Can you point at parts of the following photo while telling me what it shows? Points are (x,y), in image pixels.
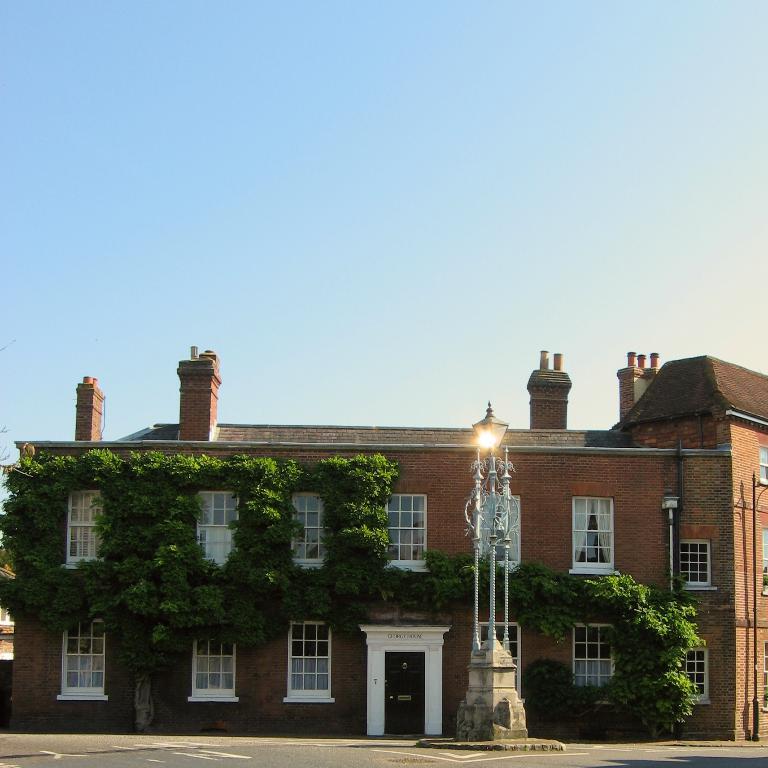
In this image there is a pavement (105,750), in the background (499,664) there is a light pole (477,627), building (607,476) and the sky (359,235), for that building (212,410) there are windows (588,551) and plants (344,528).
